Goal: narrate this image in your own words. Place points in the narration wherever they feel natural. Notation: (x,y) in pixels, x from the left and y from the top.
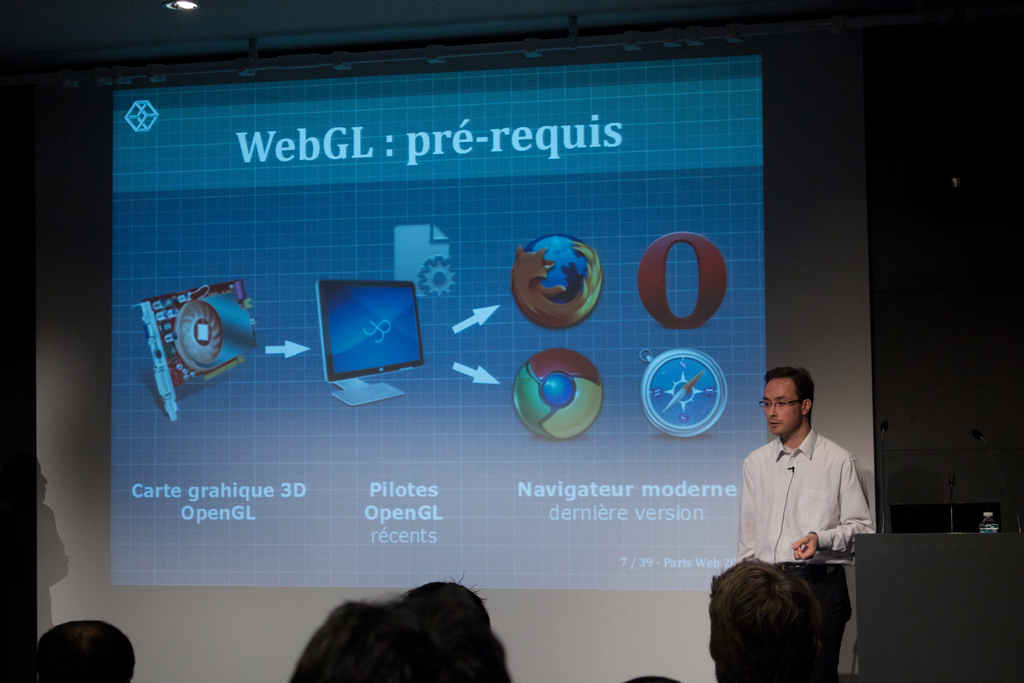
There is one person (770,473) standing on the right side of this image (798,496) is wearing a white color shirt (816,495). There are some persons (465,623) as we can see at the bottom of this image (463,638). There are two Mics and a bottle (989,527) is kept on a table (926,577) at bottom right corner of this image (958,610). There is a wall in the background (783,324). There is a projector screen (739,280) on the wall (811,344) as we can see in the middle of this image (442,333).
